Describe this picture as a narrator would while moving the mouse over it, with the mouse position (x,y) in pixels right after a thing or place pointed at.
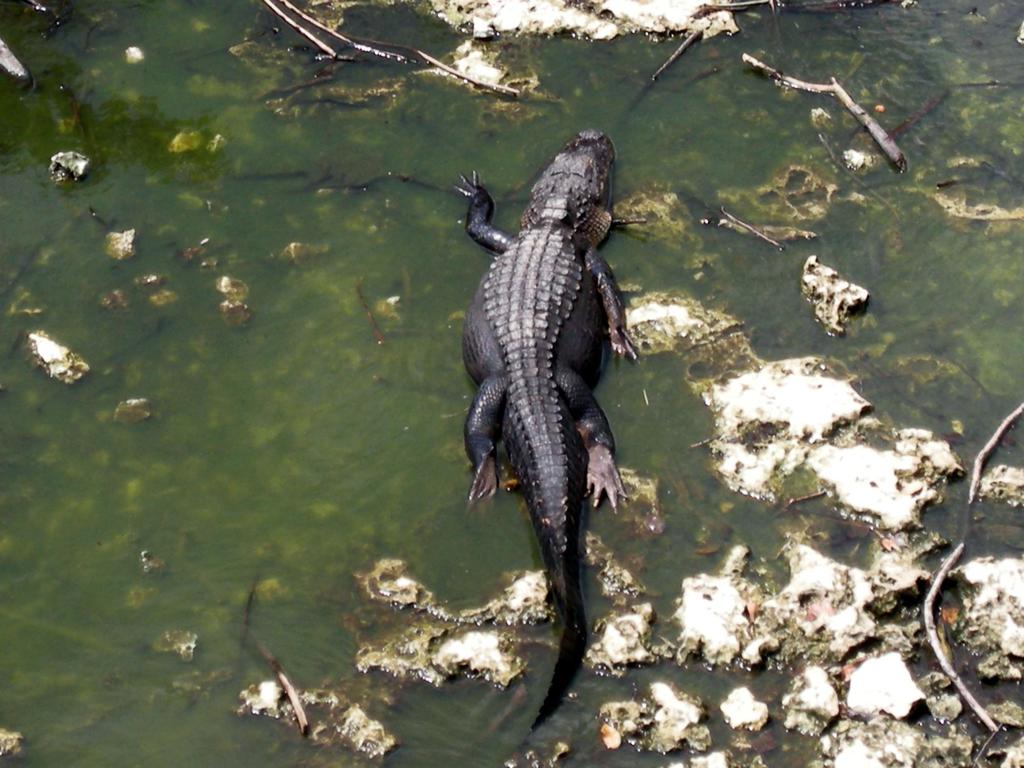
This image is taken outdoors. At the bottom of the image (391,637) there is a pond (732,231) with water (287,226) and stones (652,322) in it. In the middle of the image (589,352) there is a crocodile (569,369) which is black in color.
